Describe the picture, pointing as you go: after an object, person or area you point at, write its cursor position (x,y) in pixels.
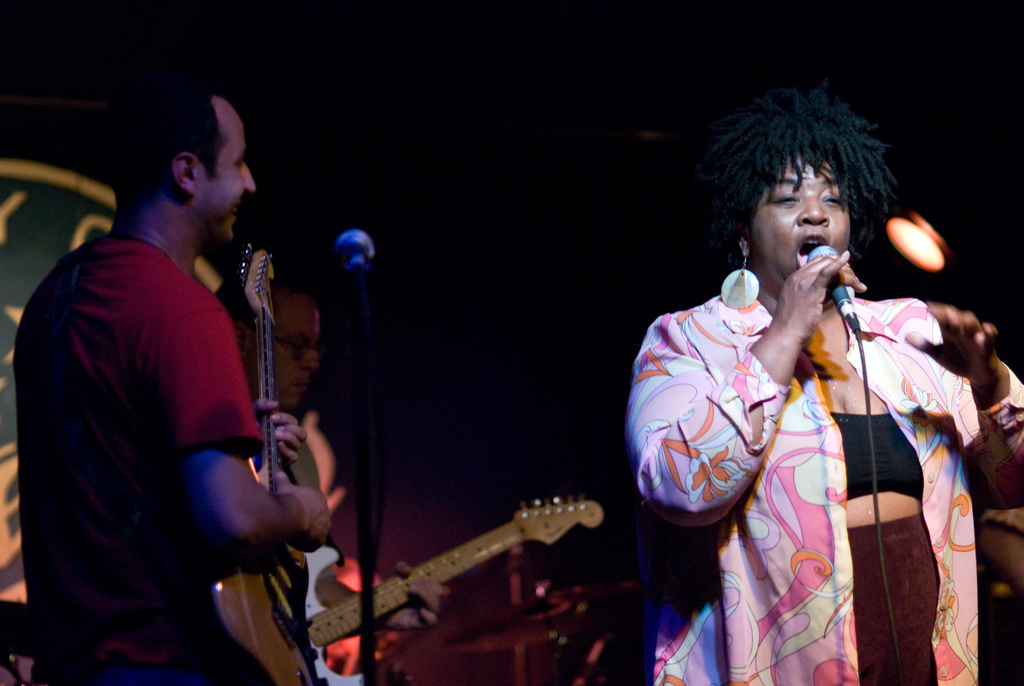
In this image I see a woman (657,683) who is holding the mic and I see 2 men (133,678) who are holding the guitars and I can also see a mic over here.
